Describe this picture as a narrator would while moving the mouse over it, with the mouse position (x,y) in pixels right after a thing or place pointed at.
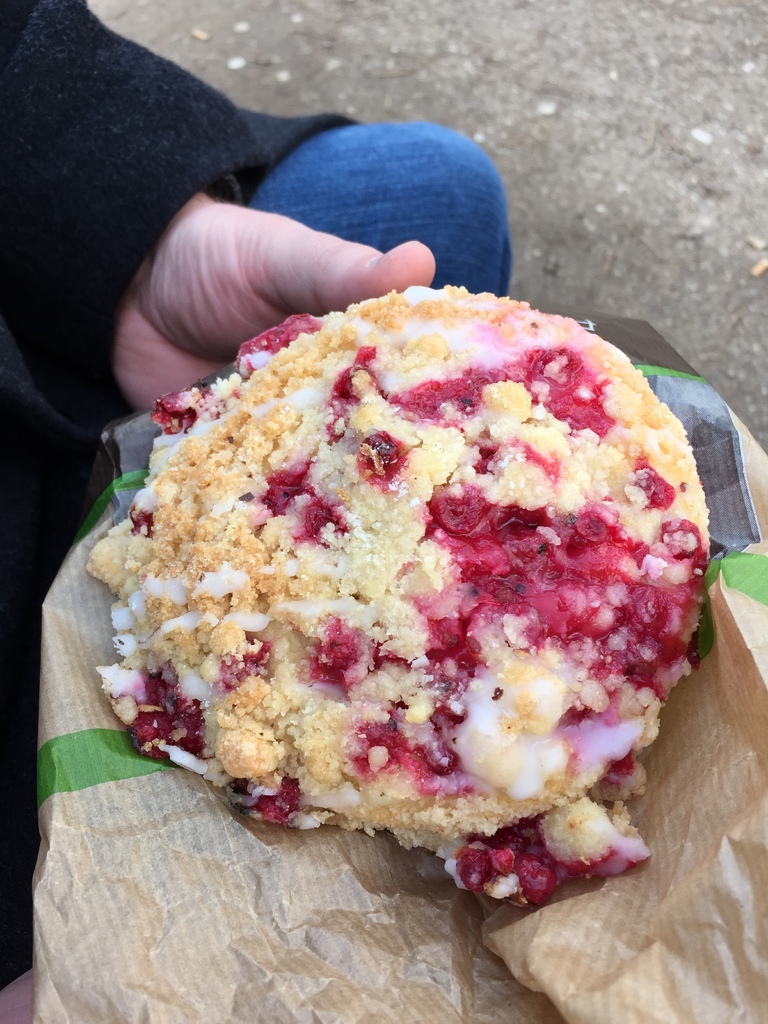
In this image I can see a person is holding a food (580,844) in hand (228,342). This image is taken during a day.
